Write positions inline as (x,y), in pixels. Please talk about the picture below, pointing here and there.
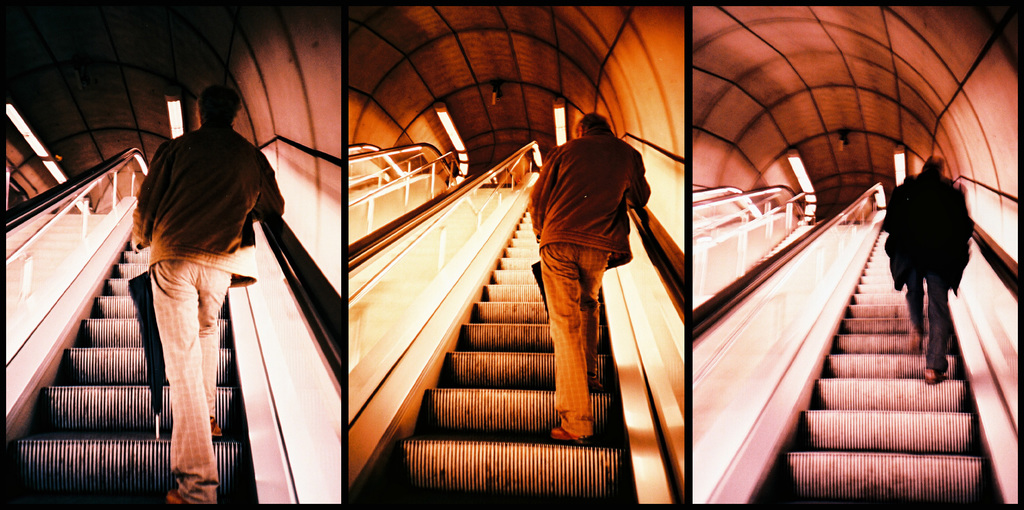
There are 3 images. A person (195,372) is standing on an escalator (162,465). There are lights (560,128) on the top (461,159).
